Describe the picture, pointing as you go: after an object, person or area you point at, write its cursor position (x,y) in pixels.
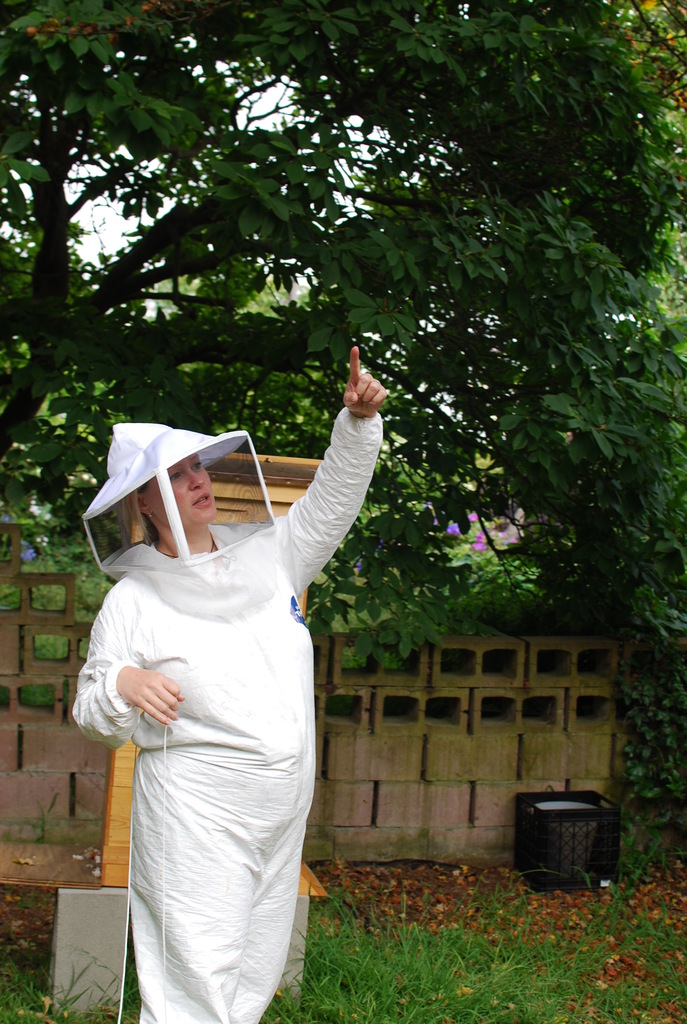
Here we can see a woman (293,740) standing on the grass (390,1000). There is a bin (561,844). In the background (407,549) we can see trees (541,278) and sky (112,244).
